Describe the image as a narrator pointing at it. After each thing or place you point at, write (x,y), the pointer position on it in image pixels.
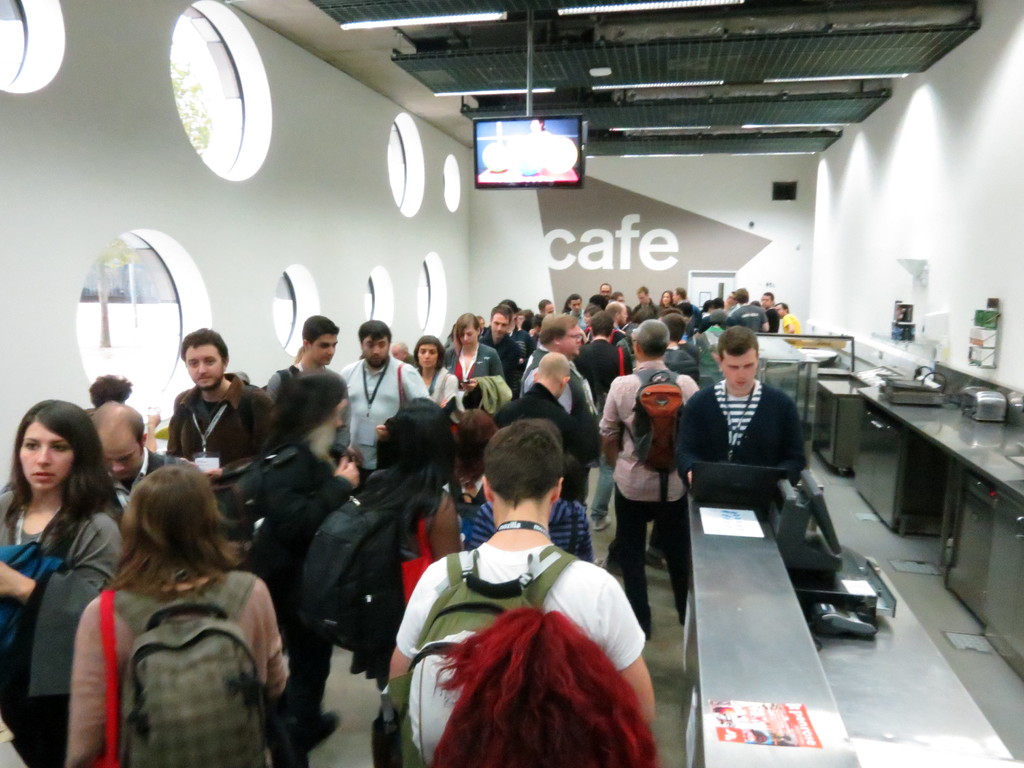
In this picture there are people (730,425) and we can see laptop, poster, glass windows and objects (817,573). In the background of the image (578,257) we can see text (670,263) on the wall (701,242). At the top of the image (554,148) we can see lights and television (571,138).
